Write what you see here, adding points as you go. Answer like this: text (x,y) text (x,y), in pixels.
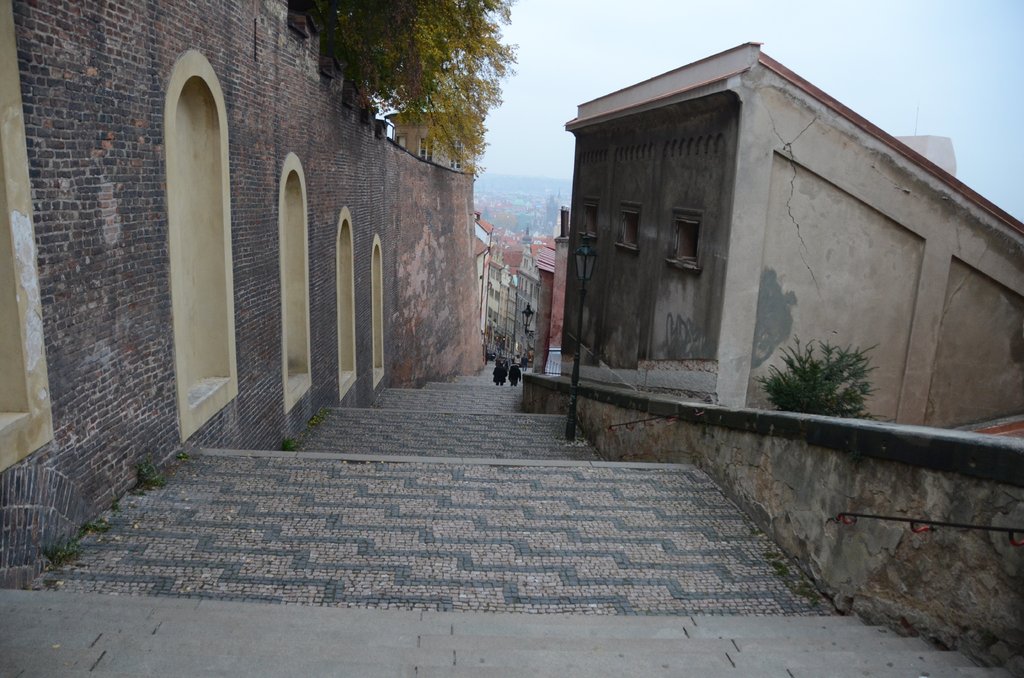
In this image in the center (408,433) there are some stairs (438,395) and some persons (498,373) are walking and on the right side (717,342) and left side (292,181) there are some buildings (616,321), trees (443,135) and in the background (511,206) there are some buildings (495,218). At the top of the image (559,21) there is sky (610,32).
